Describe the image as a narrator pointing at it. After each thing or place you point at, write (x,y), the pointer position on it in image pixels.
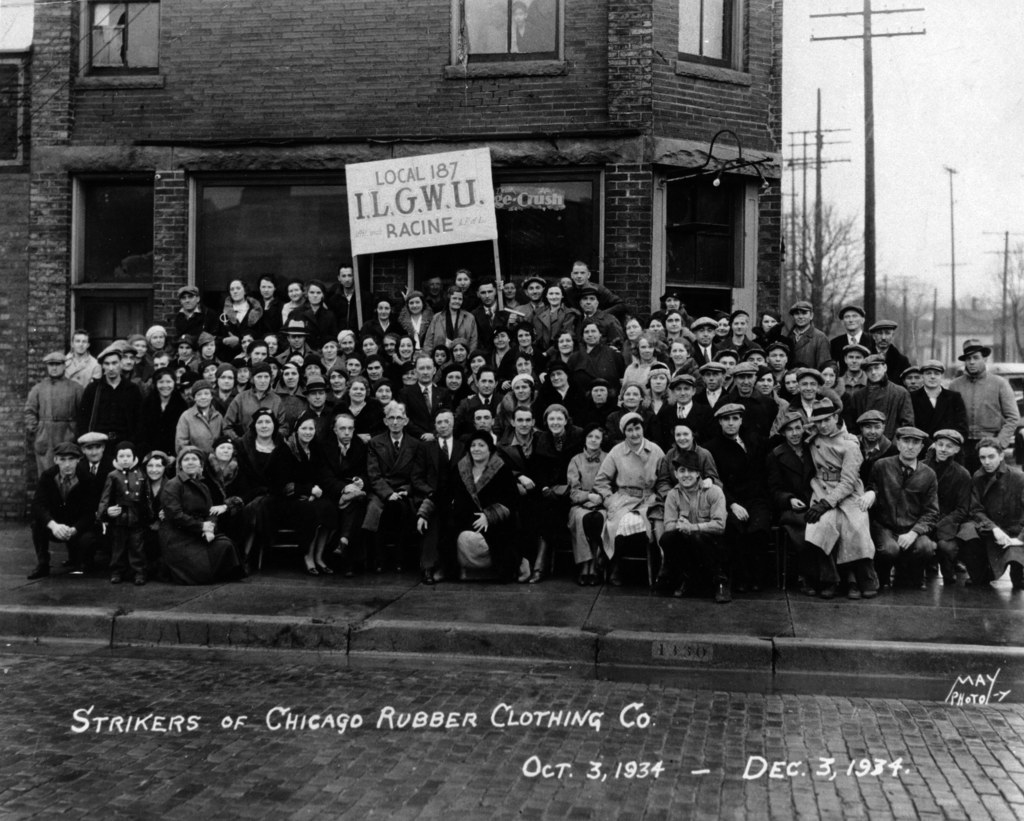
There are group of people (81,374), few people (999,533) are sitting and few people (597,320) are standing and we can see board (370,227) on poles (355,261). In the background (537,72) we can see building (760,207), current pole (864,18), trees (847,269) and sky (917,250). At the bottom of the image (367,727) we can see text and date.
